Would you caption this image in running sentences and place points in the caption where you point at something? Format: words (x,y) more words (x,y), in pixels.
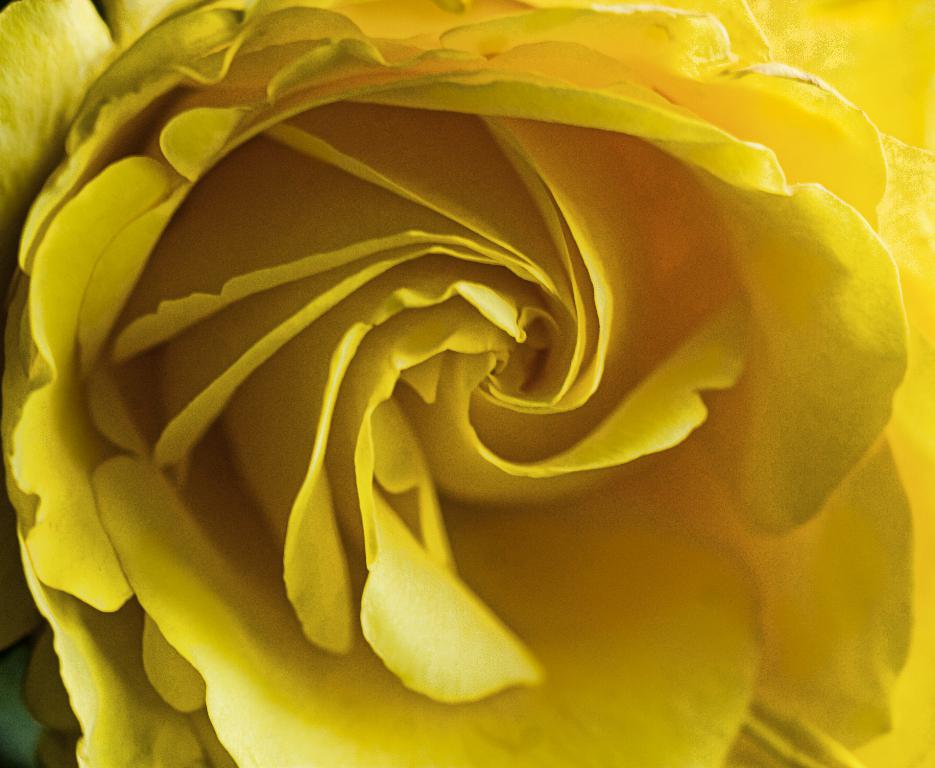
In this image, we can see a flower (377,285) which is in yellow color.
